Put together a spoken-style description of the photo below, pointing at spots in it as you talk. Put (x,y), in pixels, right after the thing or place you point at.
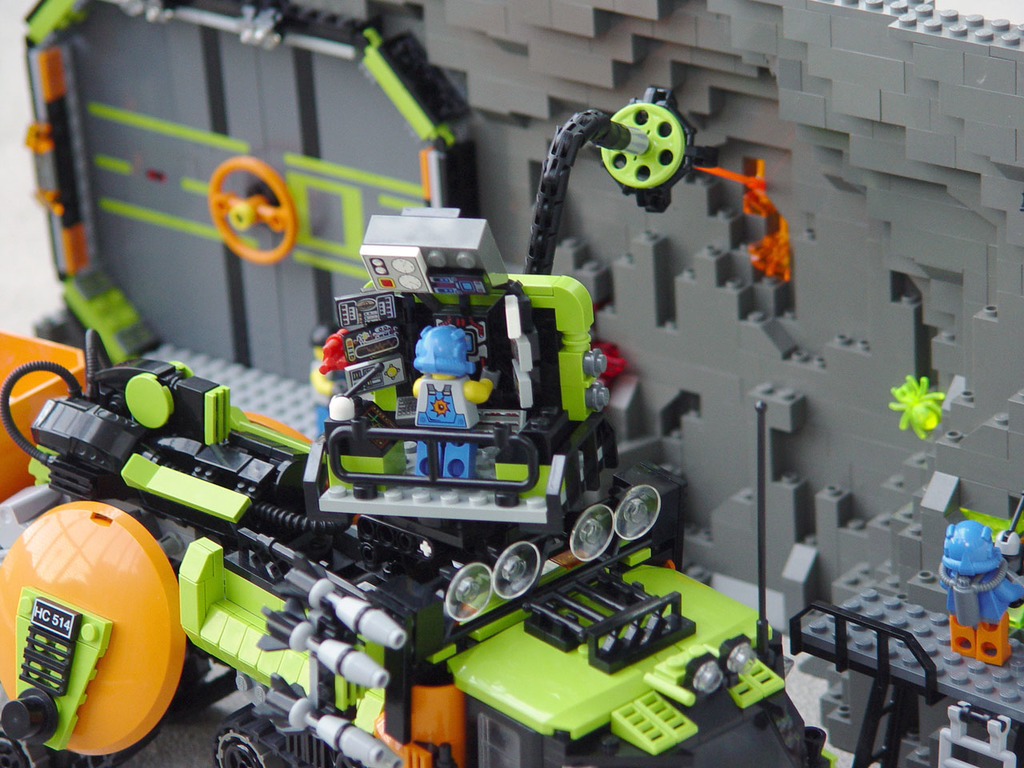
In this picture it looks like a Lego toy machine (597,417) with lights (481,568), toys (426,453), steering (217,185), wires (583,140), wheels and a grey wall (850,68).
